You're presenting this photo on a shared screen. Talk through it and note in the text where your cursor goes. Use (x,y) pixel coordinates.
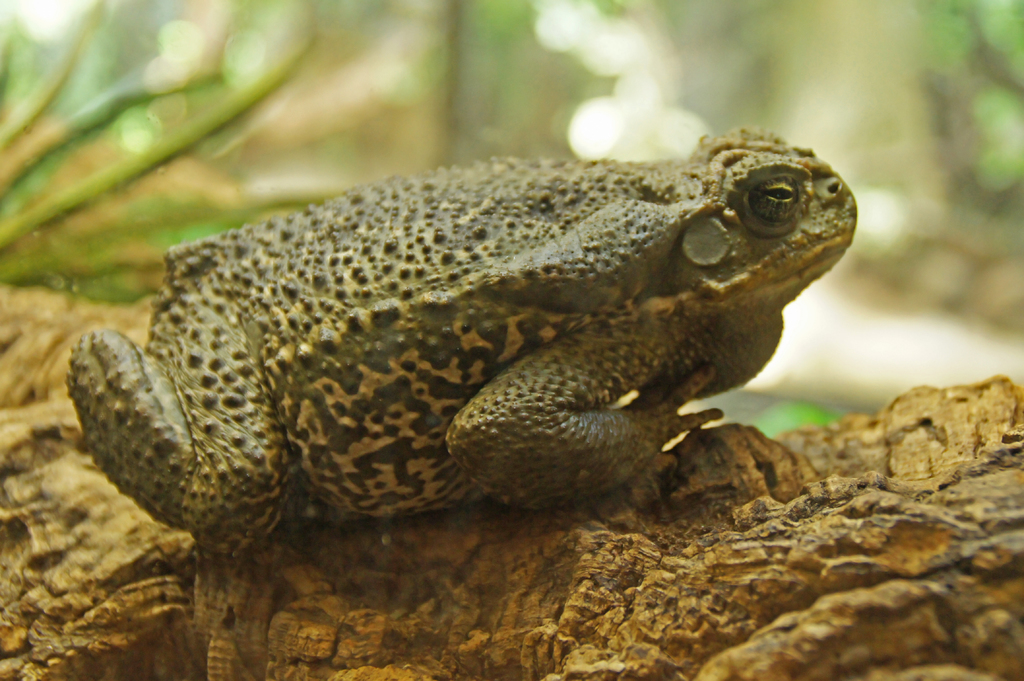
In this image we can see a frog (485,418) on the ground (681,541). In the background (59,239), we can see some plants (59,239).
